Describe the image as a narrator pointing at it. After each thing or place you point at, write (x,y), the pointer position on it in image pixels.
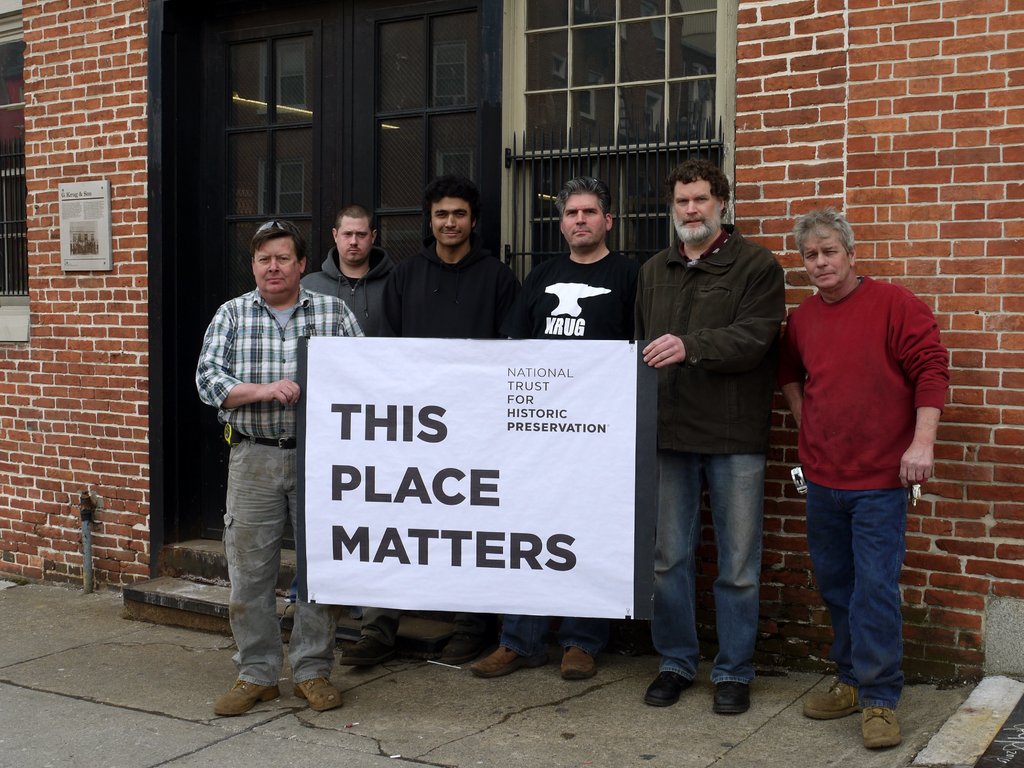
In this picture I can see few people (731,599) are standing in the middle (607,440), they are holding the banner (623,501), in the background (643,131) I can see the doors (438,154), windows (569,79) and the walls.
